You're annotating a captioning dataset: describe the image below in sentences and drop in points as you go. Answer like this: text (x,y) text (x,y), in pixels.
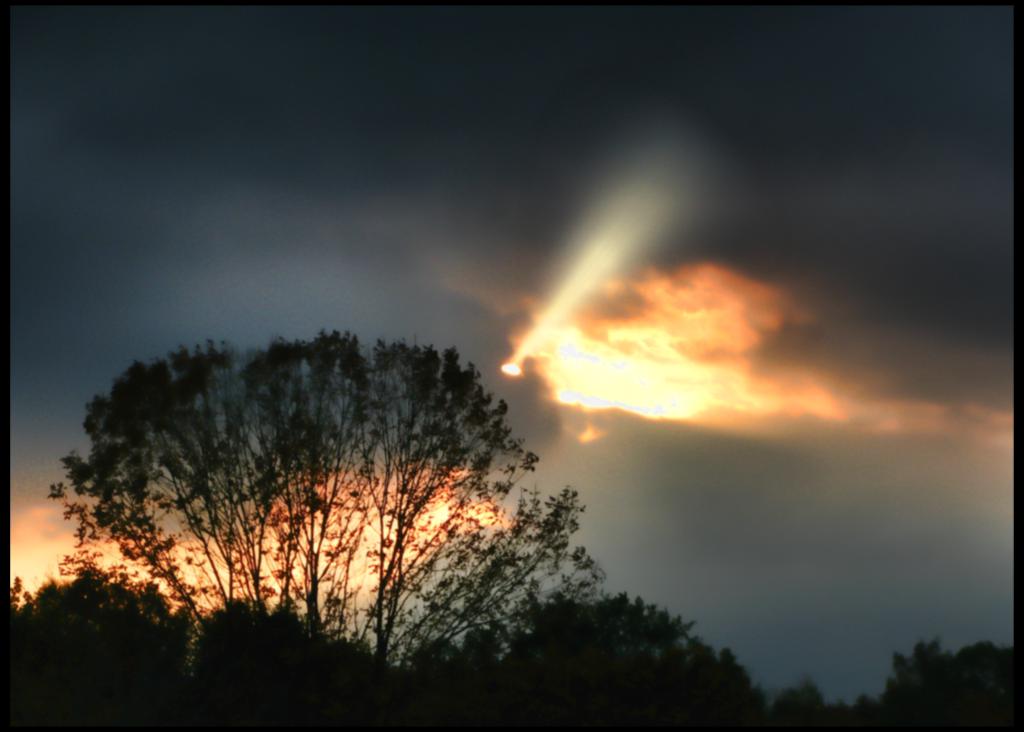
In this picture, we can see trees (511,527), and the sky (618,389) with clouds (739,344), and sunlight (641,275).
